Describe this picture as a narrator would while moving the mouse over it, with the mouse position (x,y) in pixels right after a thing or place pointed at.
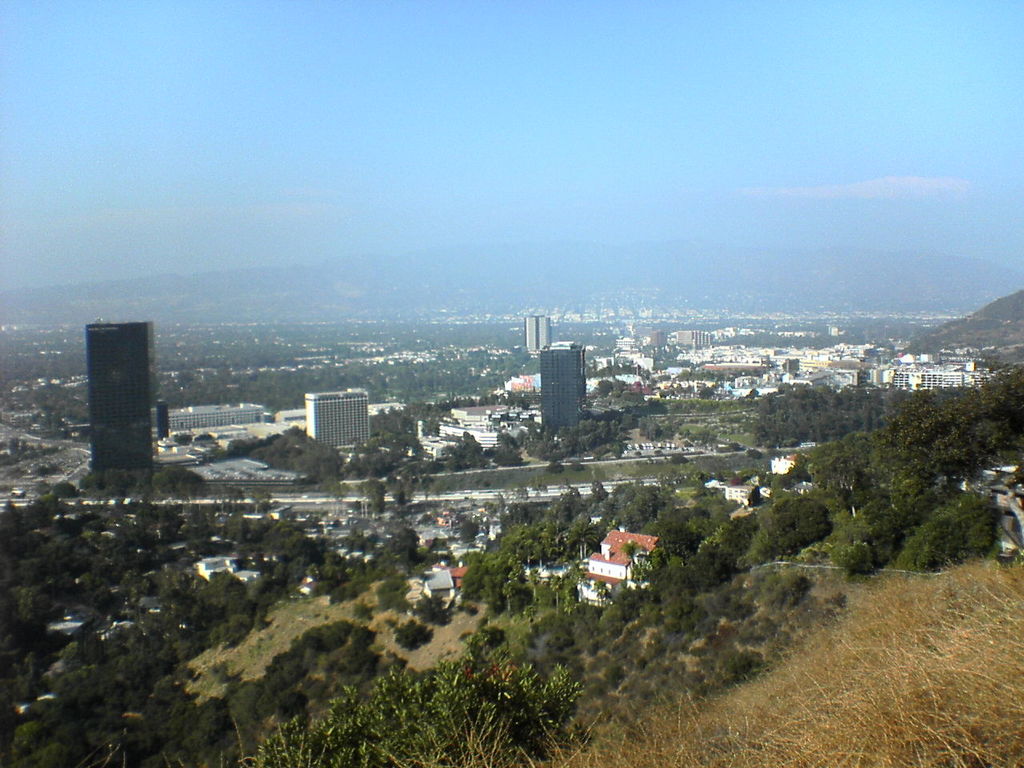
In this image I can see many trees (645,611) and buildings (645,364). There is sky (46,227) at the top (791,192).
